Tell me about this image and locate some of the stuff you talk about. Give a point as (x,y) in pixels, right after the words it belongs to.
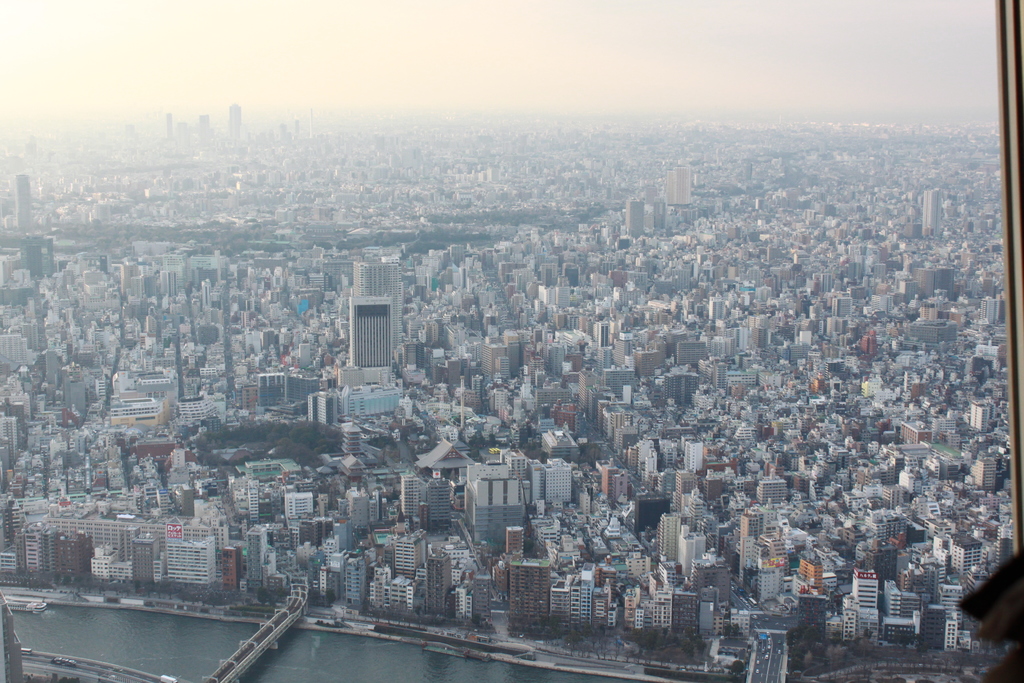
In this picture we can see the lake (45,630), buildings (615,284), trees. This picture is taken from top view.
